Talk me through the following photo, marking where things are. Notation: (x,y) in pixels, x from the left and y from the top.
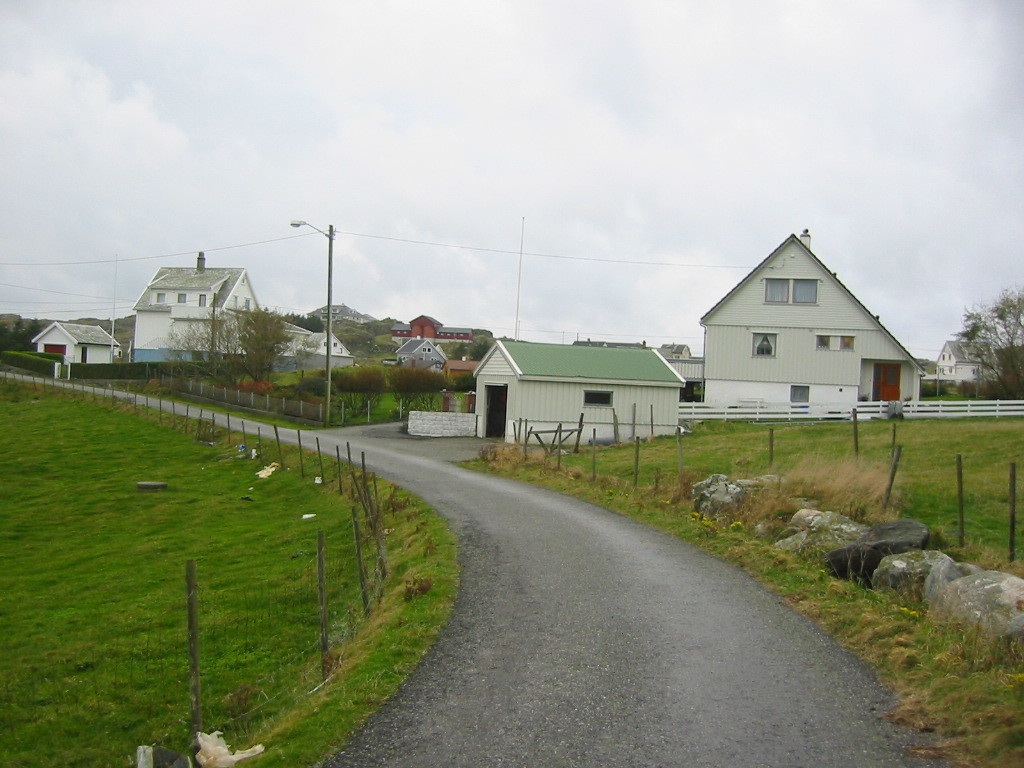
In the picture we can see a pathway (795,636) and on the other sides we can see grass surface (44,758) and railing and on the right hand side (718,88) we can see some houses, plants (362,399), poles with street lights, trees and sky (456,207) with clouds (516,271).
